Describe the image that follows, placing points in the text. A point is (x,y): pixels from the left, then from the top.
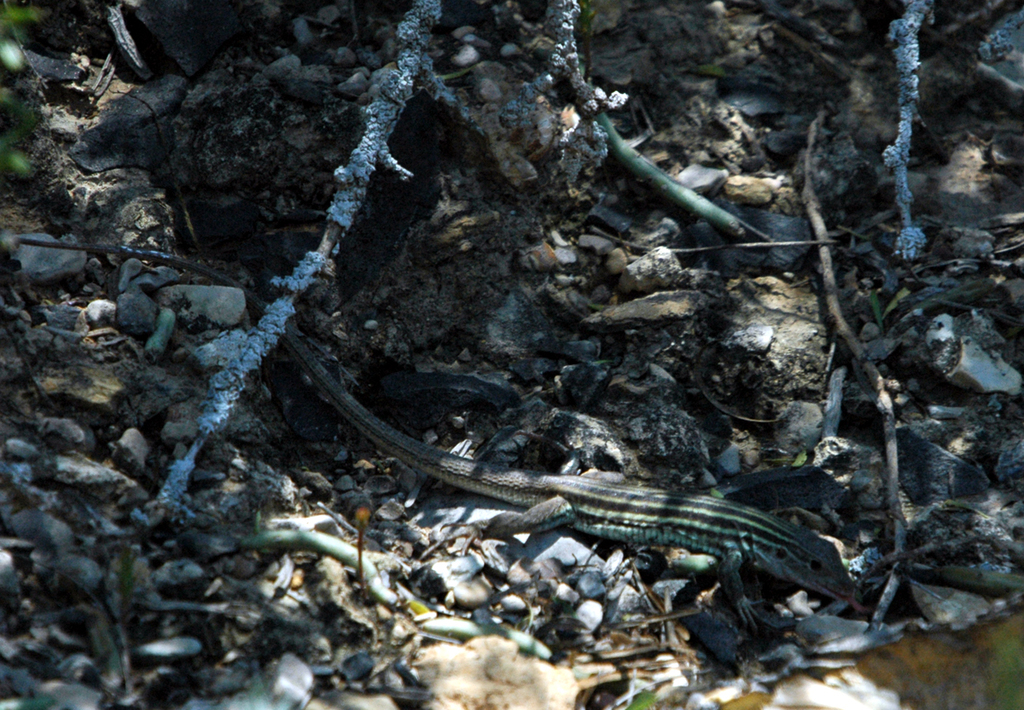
In the image there is a reptile (495,471) crawling on the ground (796,506), there are many stones (109,202) and some dry items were present around the reptile (287,333).
